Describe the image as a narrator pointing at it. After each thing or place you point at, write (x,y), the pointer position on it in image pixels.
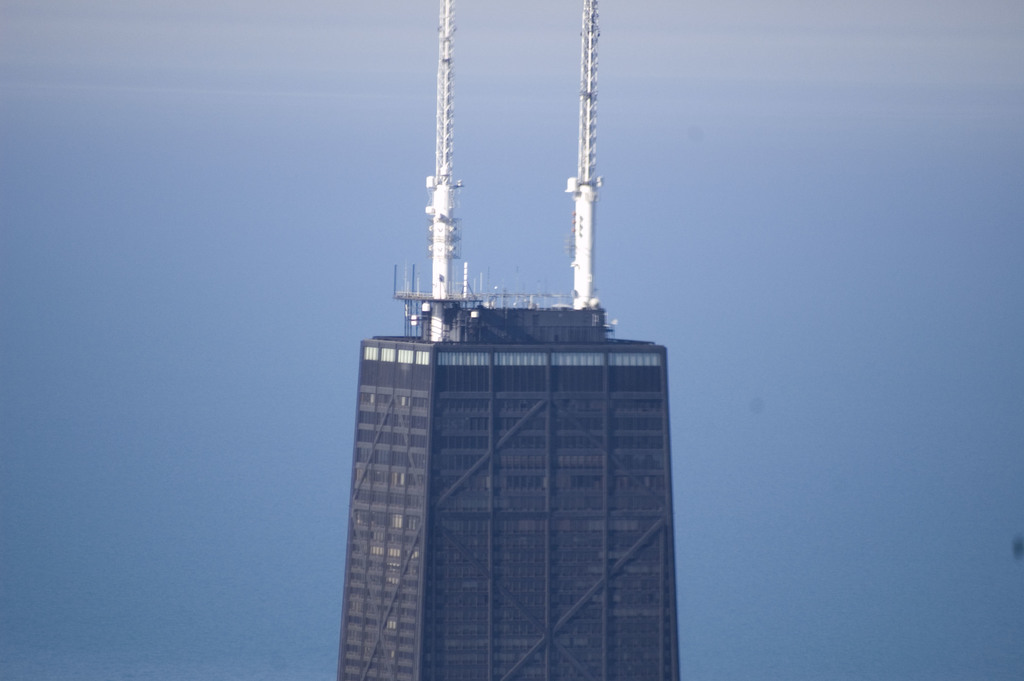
In this image I can see a huge building (499,536) which is brown in color and on the top of the building (570,319) I can see two white colored towers (581,240). In the background (522,210) I can see the sky (377,307).
